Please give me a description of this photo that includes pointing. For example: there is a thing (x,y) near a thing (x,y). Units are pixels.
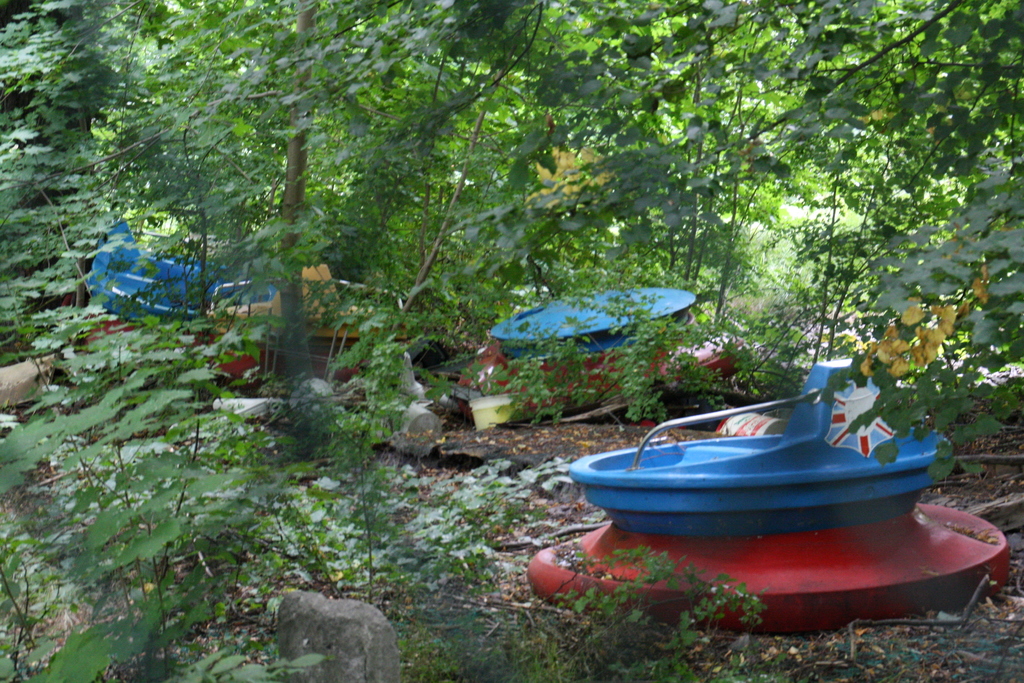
In this image we can see boats (597,312), stones (330,603), plants (220,503), trees (165,226) and ground (535,437).
